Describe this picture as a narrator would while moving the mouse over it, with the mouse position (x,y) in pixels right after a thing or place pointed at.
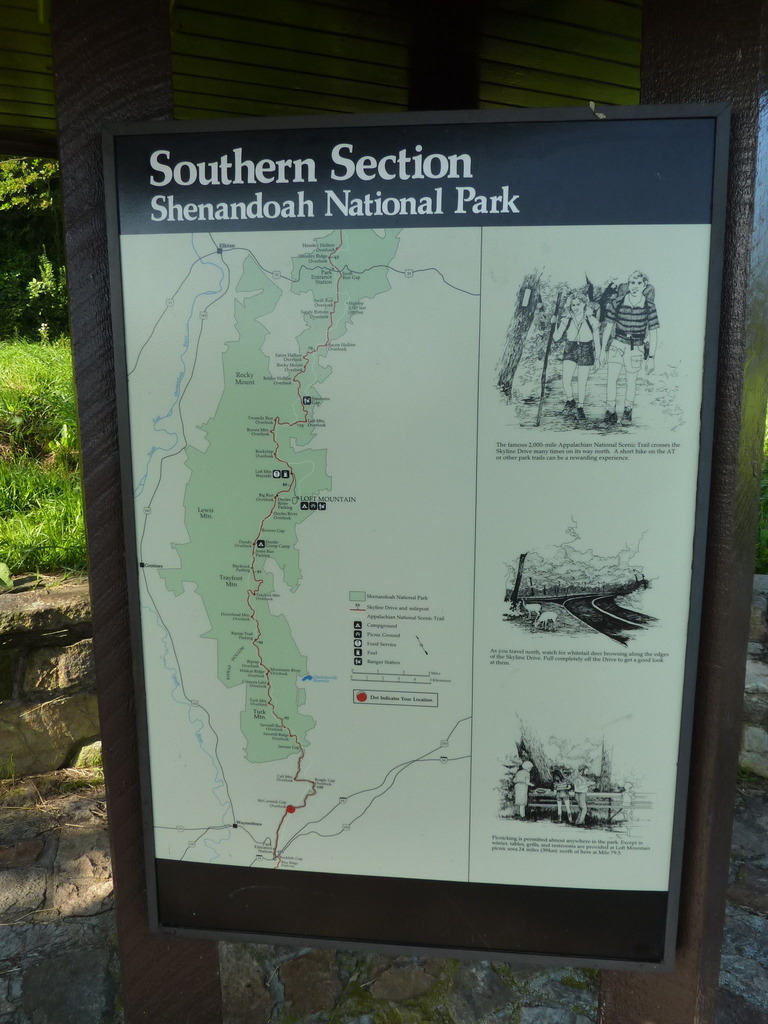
In this image there is a banner (308,415) in the center (312,426) with some text (289,505) and images (574,374) on it. In the background (68,423) there are trees (26,222) and there's grass (52,469) on the ground (60,442).
